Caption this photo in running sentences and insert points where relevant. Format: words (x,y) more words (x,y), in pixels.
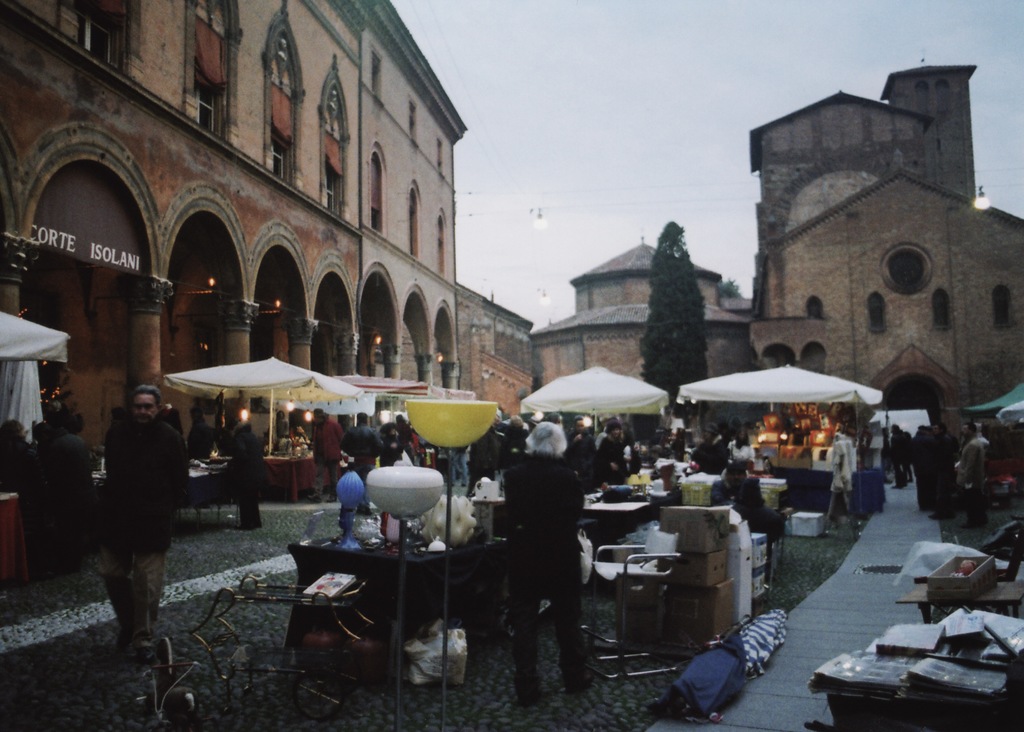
The image is outside of the city (798,614). In the image there are group of people (86,508) standing and walking and we can also see some stalls (360,395) on right side (732,391) and left side (298,382), in background (360,207) there are buildings (875,239), trees (675,300) and sky (653,197) is on top (641,110).
